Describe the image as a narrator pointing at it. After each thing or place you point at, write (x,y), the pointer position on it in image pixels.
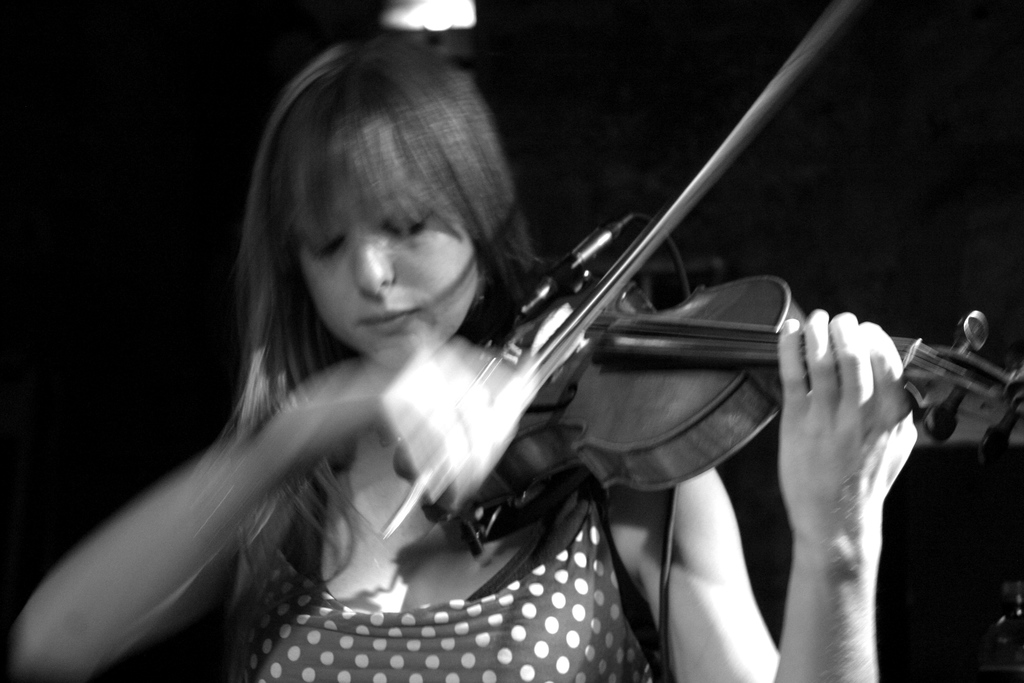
She is holding a violin (664,354). She is playing a violin (637,329). She is wearing a polka dot dress (557,587). We can see in background (676,94) black color curtain (763,237) and lights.
